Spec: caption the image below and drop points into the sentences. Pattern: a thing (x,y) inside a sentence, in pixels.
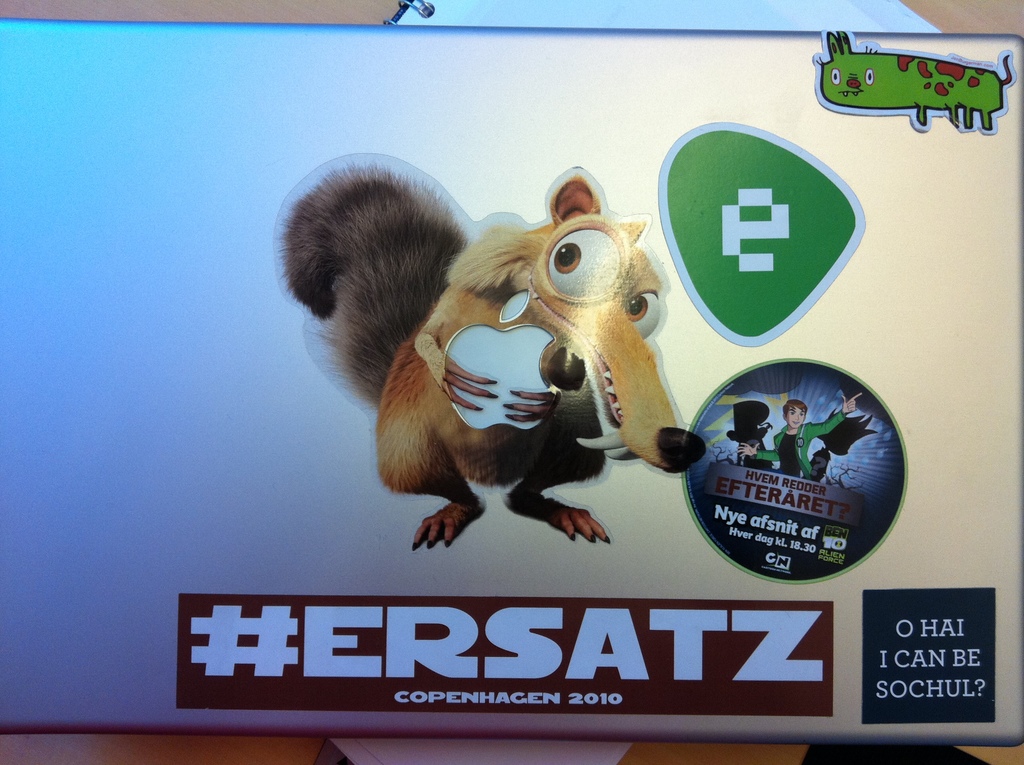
In this image we can see a laptop (402,140) and a book (732,18) placed on a table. On the laptop (862,168) we can see different stickers (509,328) sticked on it.
